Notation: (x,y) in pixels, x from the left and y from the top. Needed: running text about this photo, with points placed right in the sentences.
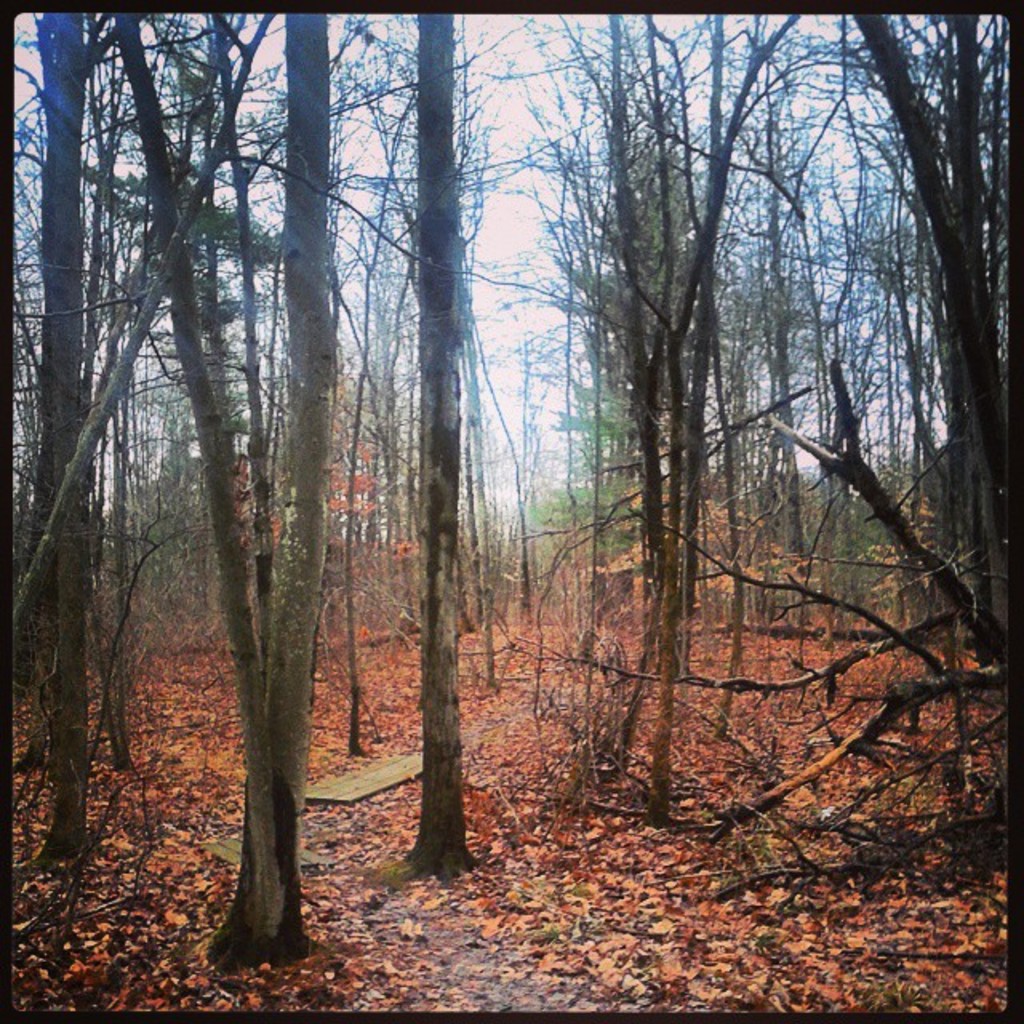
In this image we can see the trees (572,511) and also the fallen leaves (547,808) on the land (608,885). We can also see the sky (560,236) and the image has borders (11,975).
